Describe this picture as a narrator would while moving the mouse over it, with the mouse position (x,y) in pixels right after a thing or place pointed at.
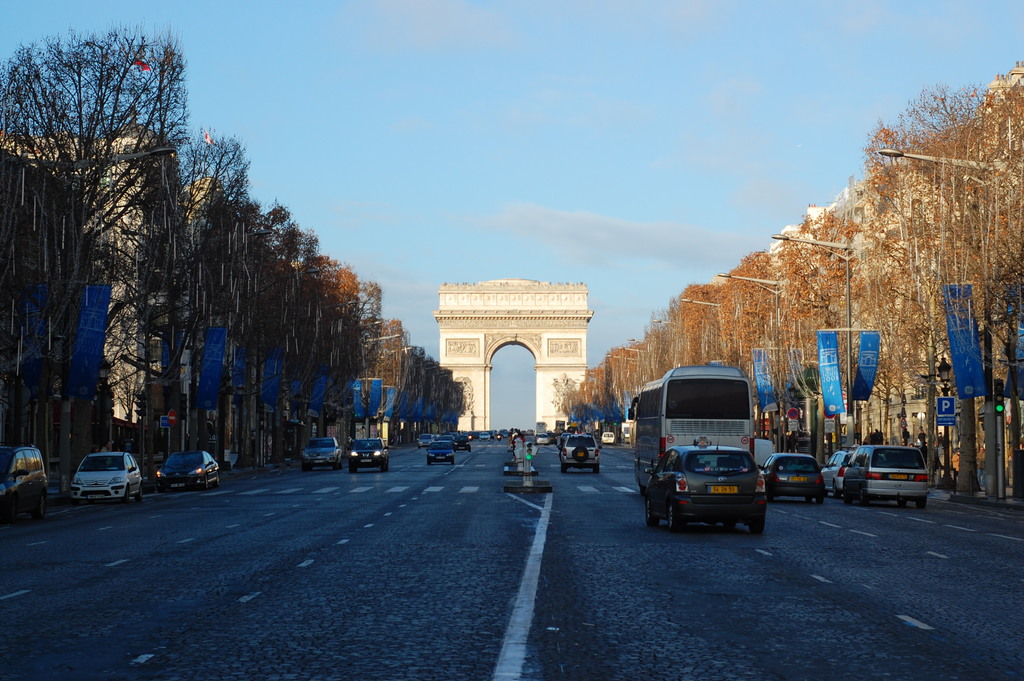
In the picture we can see a main road (511,582) on it, we can see white color stripes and some lines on it and we can see many cars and trucks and beside the road (381,637) we can see, full of trees (10,243) and in the background (469,295), we can see a gateway (469,295) with some designs (567,390) on it and behind it we can see the sky (551,217) with clouds (557,210).
